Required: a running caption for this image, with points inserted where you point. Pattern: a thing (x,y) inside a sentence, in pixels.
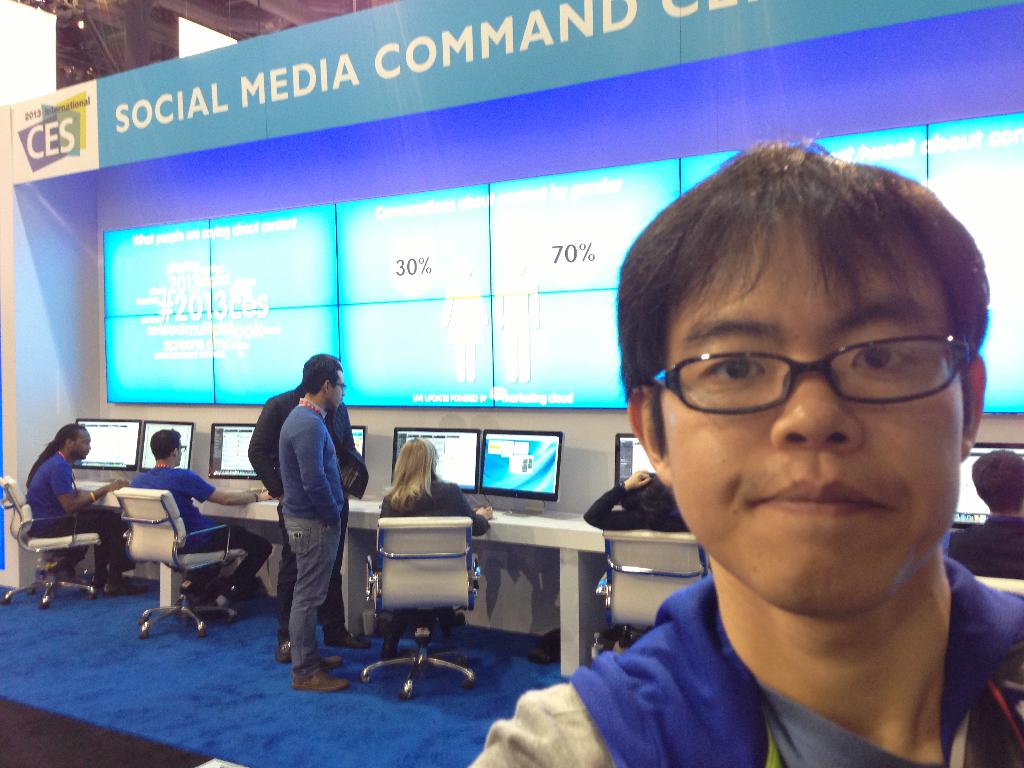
In this image there is a person (717,510) with spectacles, and in the background (124,478) there are group of people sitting on the chairs (412,644), monitors (518,447) on the table (105,473), screen (716,174), board (390,11), focus lights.
